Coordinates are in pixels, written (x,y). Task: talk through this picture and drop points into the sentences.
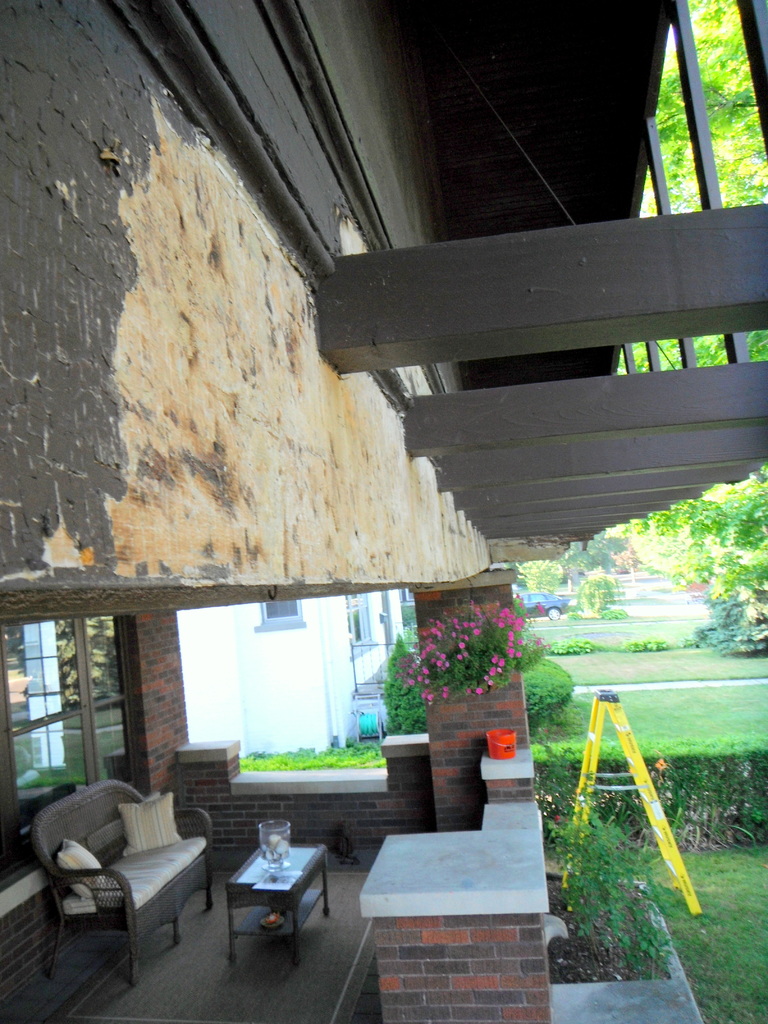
This picture is of the outside. On the right (720,952) there is a ground (734,933) covered with a green grass (703,931), some plants (640,888) and a yellow color ladder (586,764). On the left (169,898) there is a couch (112,863), a center table (251,892), on the top of which a glass (277,850) and a jar (277,853) is placed, behind that we can see a window (78,719). In the background (345,698) we can see a building (315,629), car (546,605), trees (730,560) plants (551,664) and the roof (574,392).
